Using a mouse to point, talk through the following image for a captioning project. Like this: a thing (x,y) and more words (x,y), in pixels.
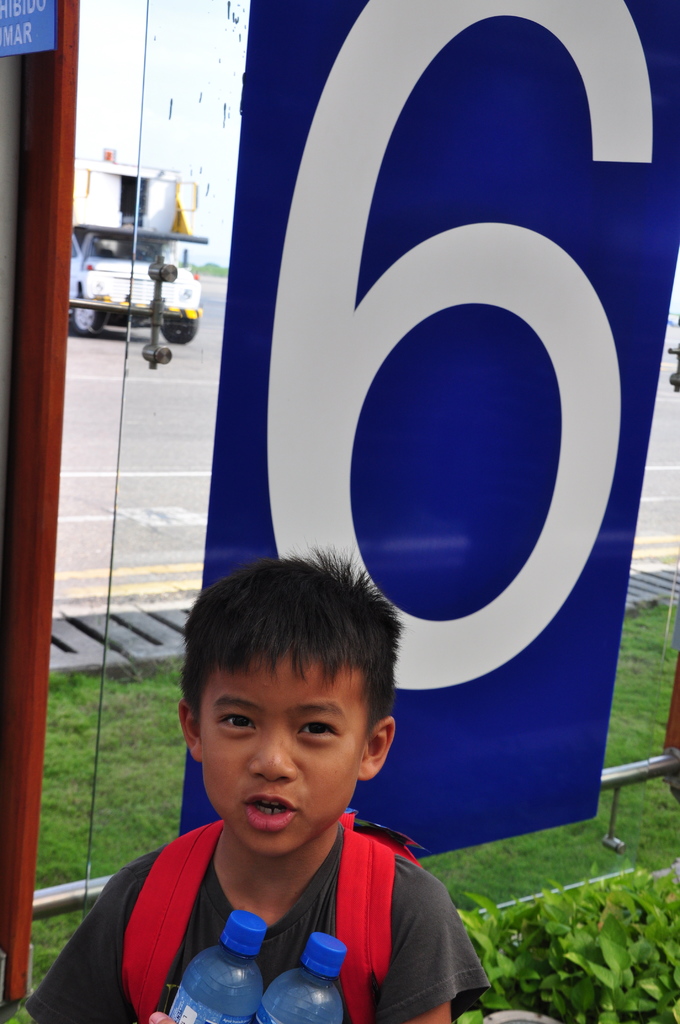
A boy (299,824) is holding two bottles (252,962) and wearing a bag (351,912). In the background (466,300) there is number 6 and a vehicle (167,282) and a road (135,441) is there. There is a grass lawn (120,754) and some plants (563,936) are there in the back of the boy (220,814).
